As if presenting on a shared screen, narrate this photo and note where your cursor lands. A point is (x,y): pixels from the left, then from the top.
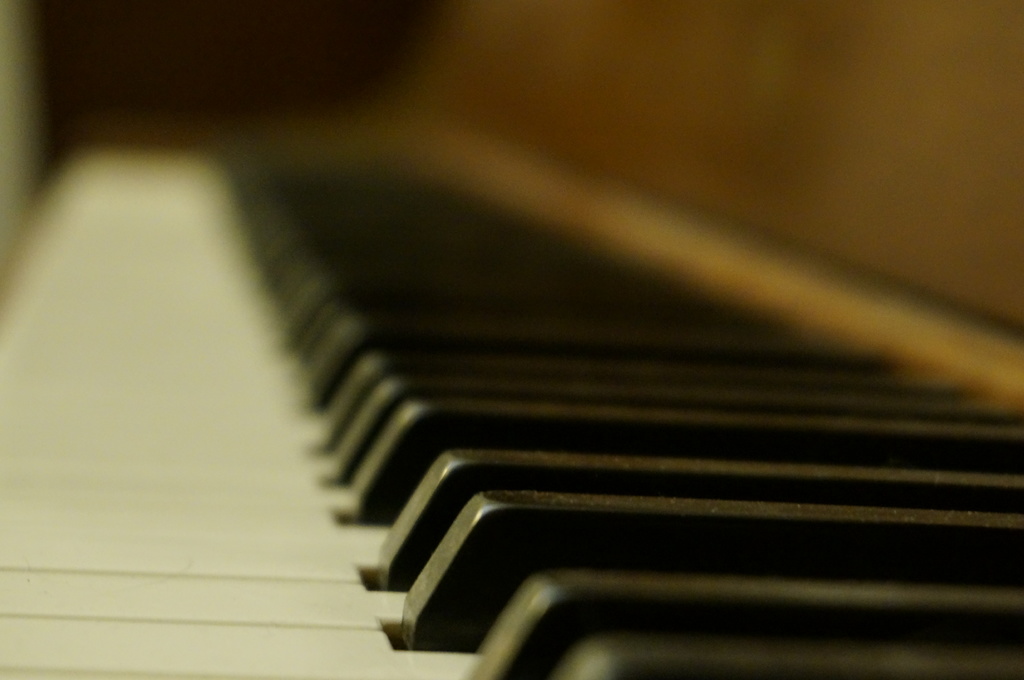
In this image i can see a piano (589,410).
